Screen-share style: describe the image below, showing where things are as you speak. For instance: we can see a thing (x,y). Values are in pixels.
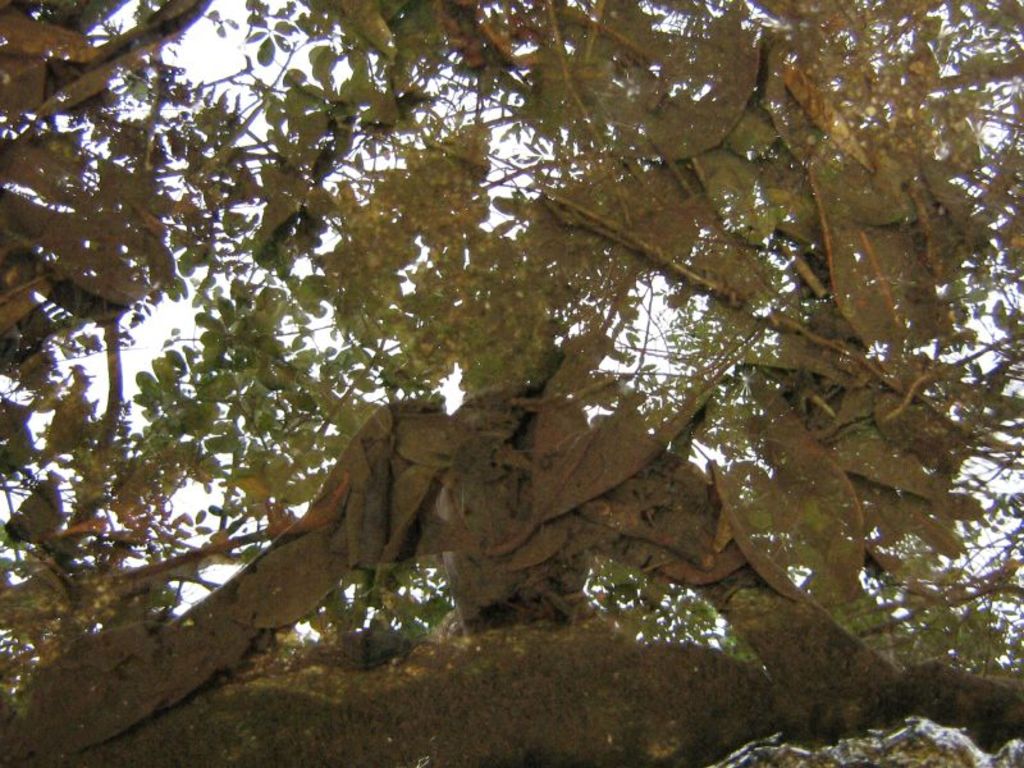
In this picture we can observe a tree (484,382) with number of branches (350,550). In the background (180,315) there is a sky (180,315).
